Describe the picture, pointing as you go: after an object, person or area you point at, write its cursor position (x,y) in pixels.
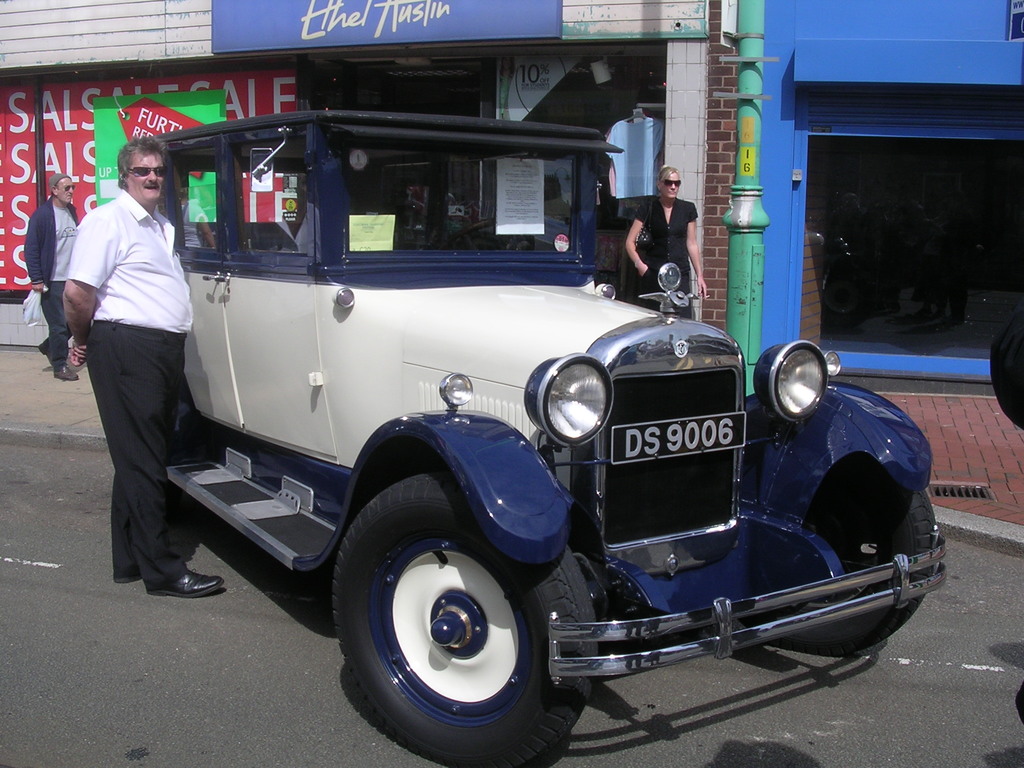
There is a vehicle (503,309) which is white and blue in color is on the road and there is a person (143,358) standing beside it and there is a store (346,74) behind it.
